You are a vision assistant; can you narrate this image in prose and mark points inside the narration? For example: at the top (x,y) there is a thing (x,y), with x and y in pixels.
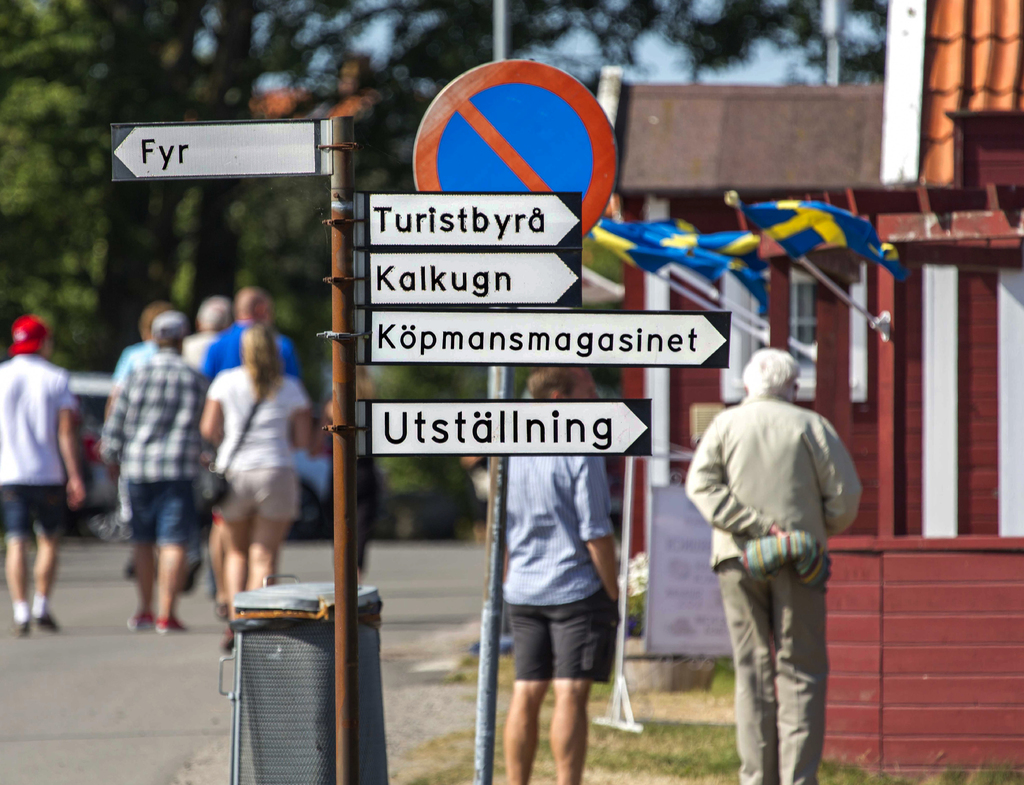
In the picture we can see a pole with the boards (554,325) and behind it, we can see a dustbin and a pole (501,531) with no parking board (585,203) and beside it, we can see two men (554,378) are standing and beside them, we can see a part of the house (930,233) and beside it we can see the road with few people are walking and in the background (577,70) we can see the trees (242,107).
